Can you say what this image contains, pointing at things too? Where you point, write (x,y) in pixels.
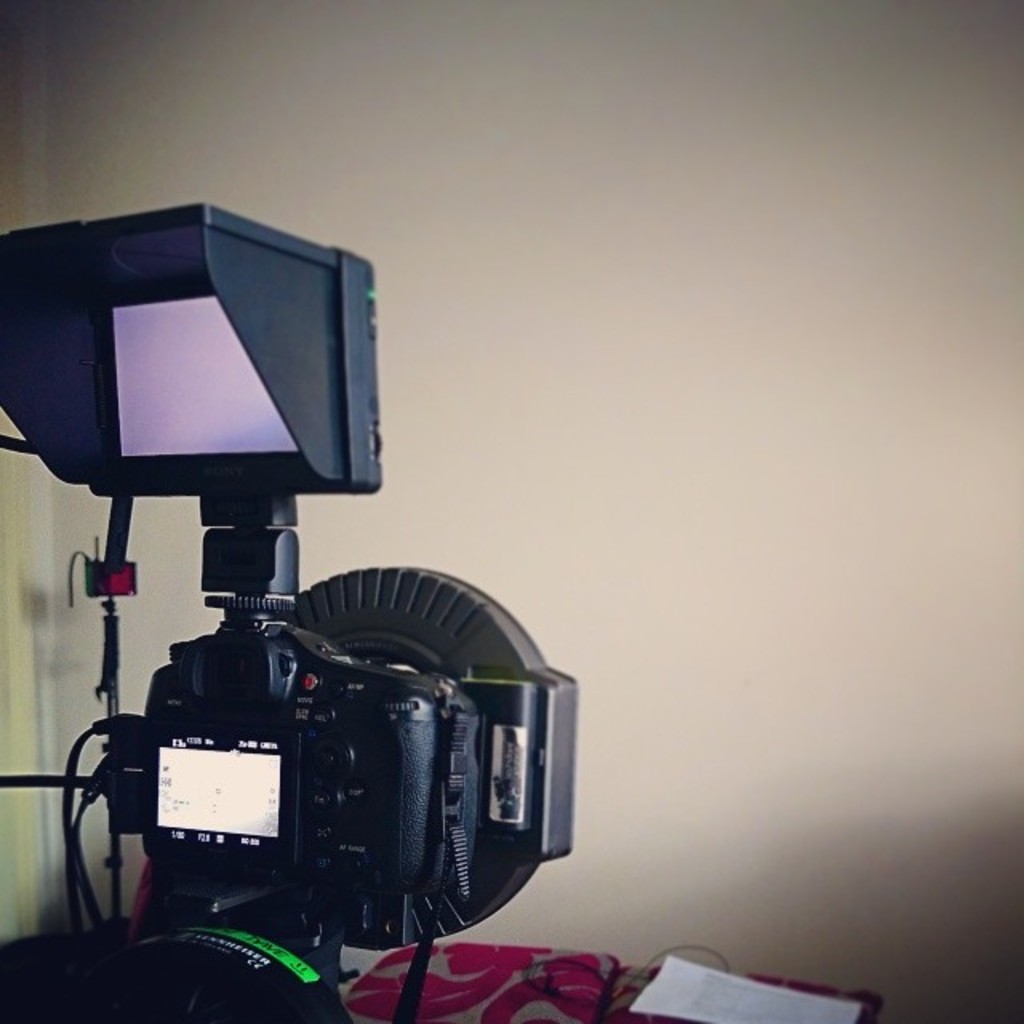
In the image we can see there is a video camera (381,880) and paper (691,995) is kept on the table (477,974). Behind there is a wall (807,547).
